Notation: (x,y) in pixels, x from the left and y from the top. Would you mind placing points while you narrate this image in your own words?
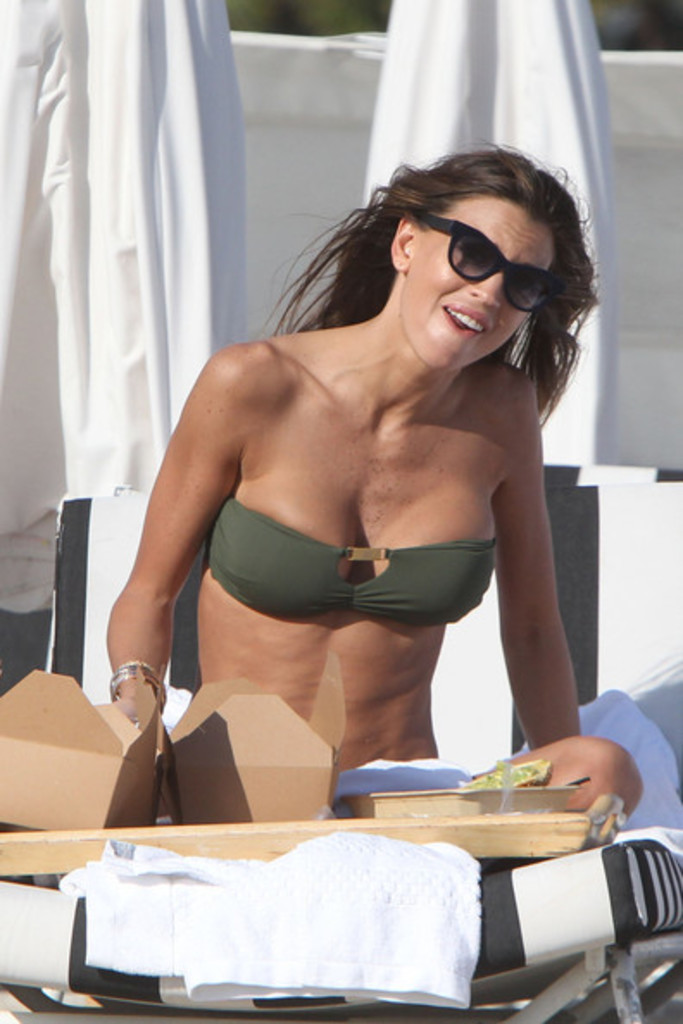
In this picture we can see a woman (365,504) is sitting on a chair (609,854) and the woman (433,503) is holding an object (482,827) and on the object (399,829) there is a plate (482,799) and some boxes (229,764). Behind the woman (357,610) there are two clothes (126,181).
